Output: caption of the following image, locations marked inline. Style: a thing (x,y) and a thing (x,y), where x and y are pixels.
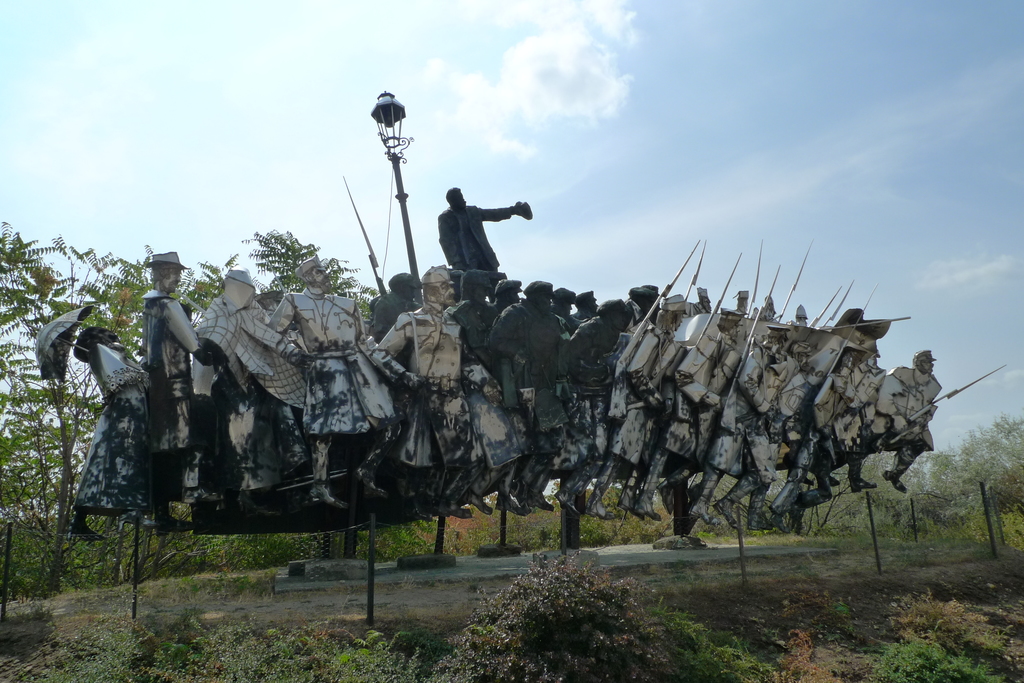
We can see sculptures of people (471,231) and we can see plants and light (388,159) on pole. Background (919,179) we can see trees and sky (919,165).
